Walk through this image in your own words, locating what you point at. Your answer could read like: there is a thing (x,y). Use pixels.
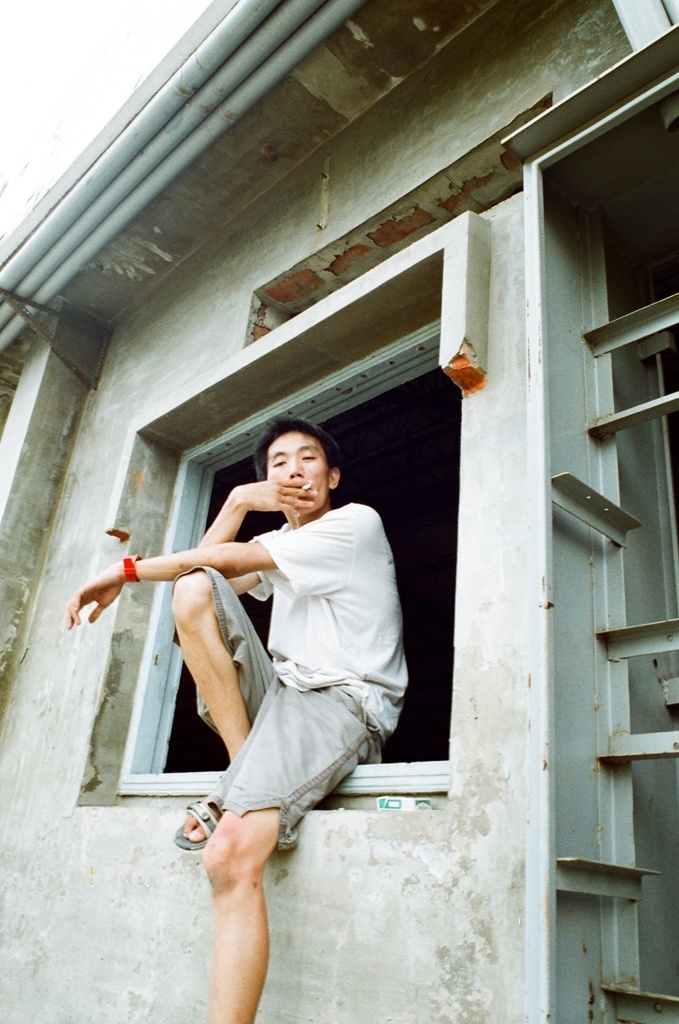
In this image, we can see a person (367,571) wearing clothes (331,654) and sitting on the window (401,771). There are pipes (191,122) in the top left of the image (191,91).
